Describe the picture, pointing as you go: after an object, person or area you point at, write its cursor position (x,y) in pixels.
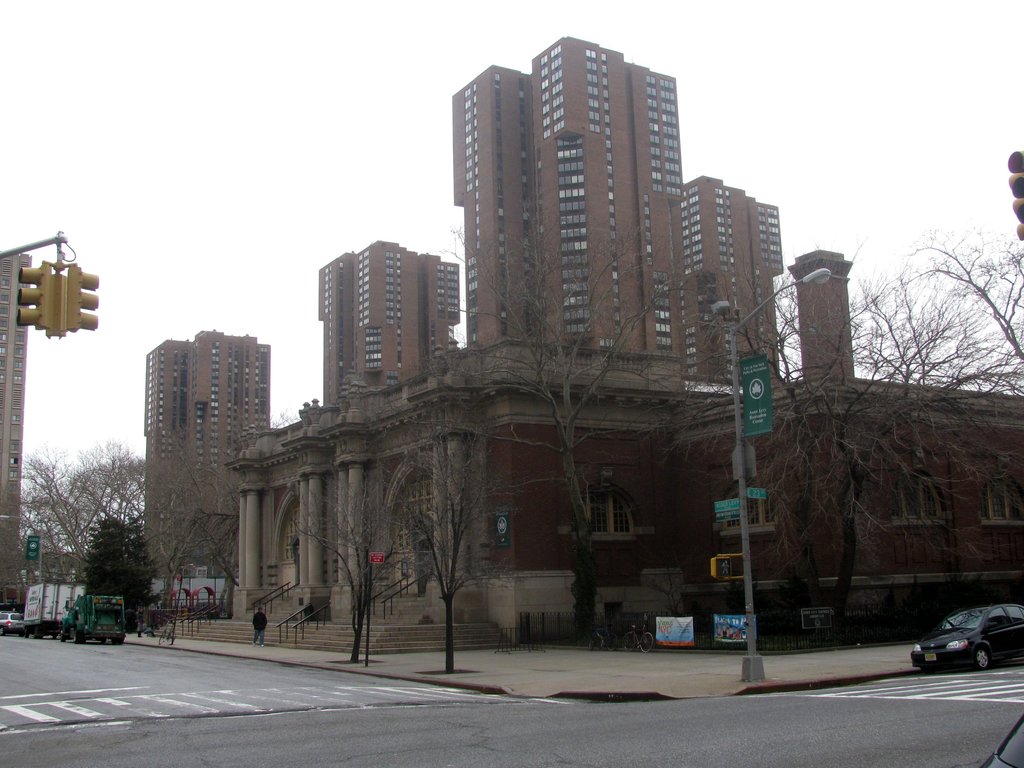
In this image we can see buildings (445,435), stairs (244,627), railings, person (258,619) on the road (386,686), bicycles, motor vehicles (93,635), traffic poles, traffic signals (63,318), street poles (737,382), street lights (737,382), sign boards (750,386), road (467,728), trees (444,483) and sky (386,116).
